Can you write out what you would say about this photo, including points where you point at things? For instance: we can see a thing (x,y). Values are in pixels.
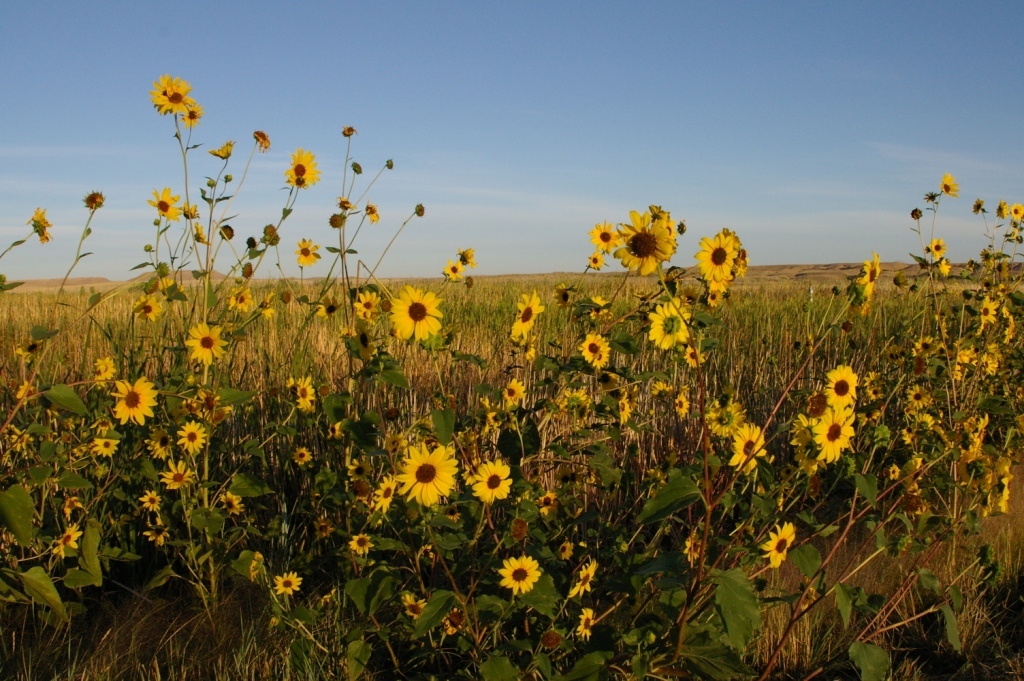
In this image we can see a sunflower plants (626,248), it is in yellow color, at above here is the sky (608,179).
